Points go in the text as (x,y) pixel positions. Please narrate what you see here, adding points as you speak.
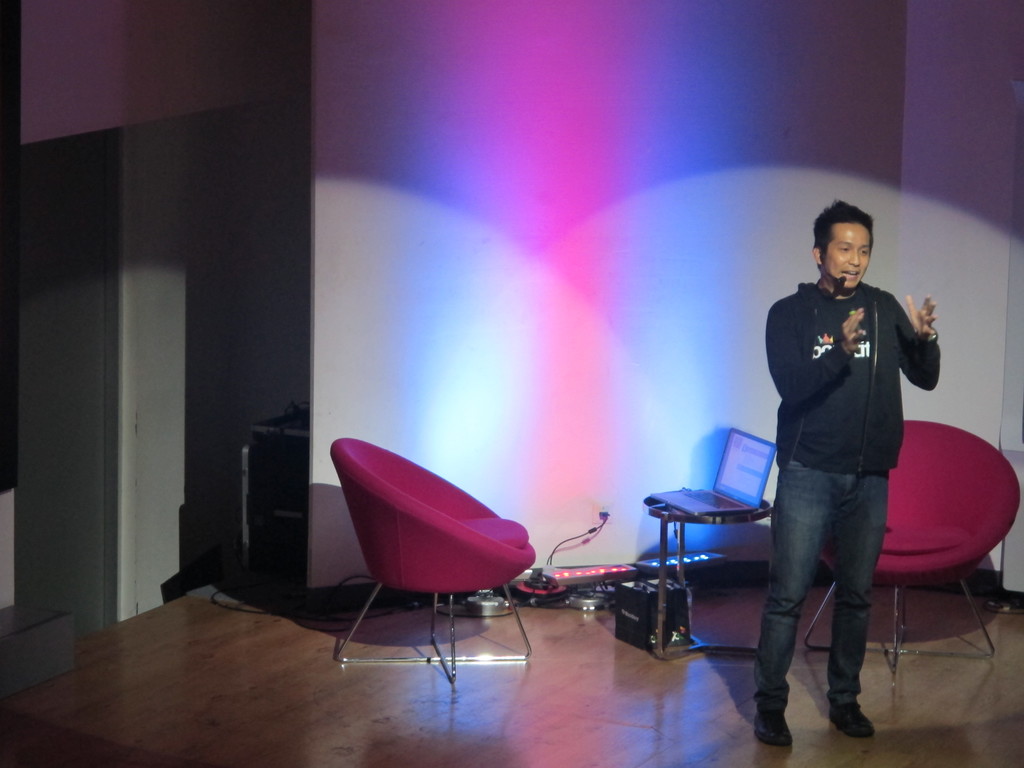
In this image, I can see a person (860,473) standing. There are two chairs (453,533), laptop (715,486) on a table (663,576) and few other objects (574,577) on the floor (548,619). In the background (716,262), there is a wall (765,197).
